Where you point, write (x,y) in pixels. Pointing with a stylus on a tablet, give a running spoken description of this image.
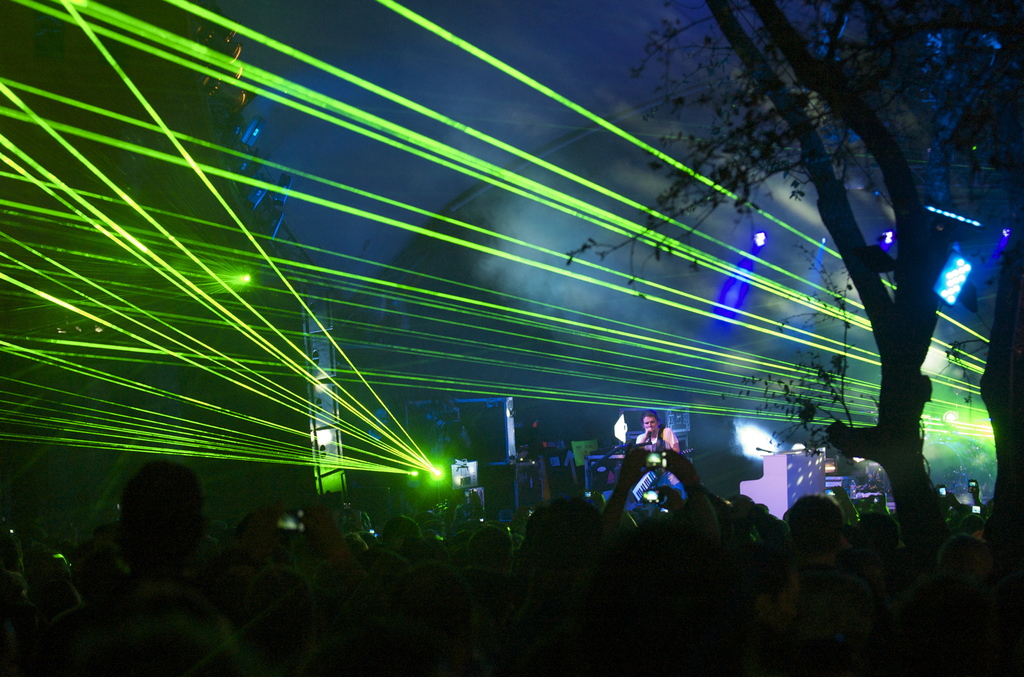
In this picture we can see a person (665,443) on the stage (663,442), there is a microphone (648,440) in front of him, at the bottom (747,622) there are some people (696,618), we can see some lights (932,400) in the background (846,403), on the right side (837,198) there is a tree (882,158).
